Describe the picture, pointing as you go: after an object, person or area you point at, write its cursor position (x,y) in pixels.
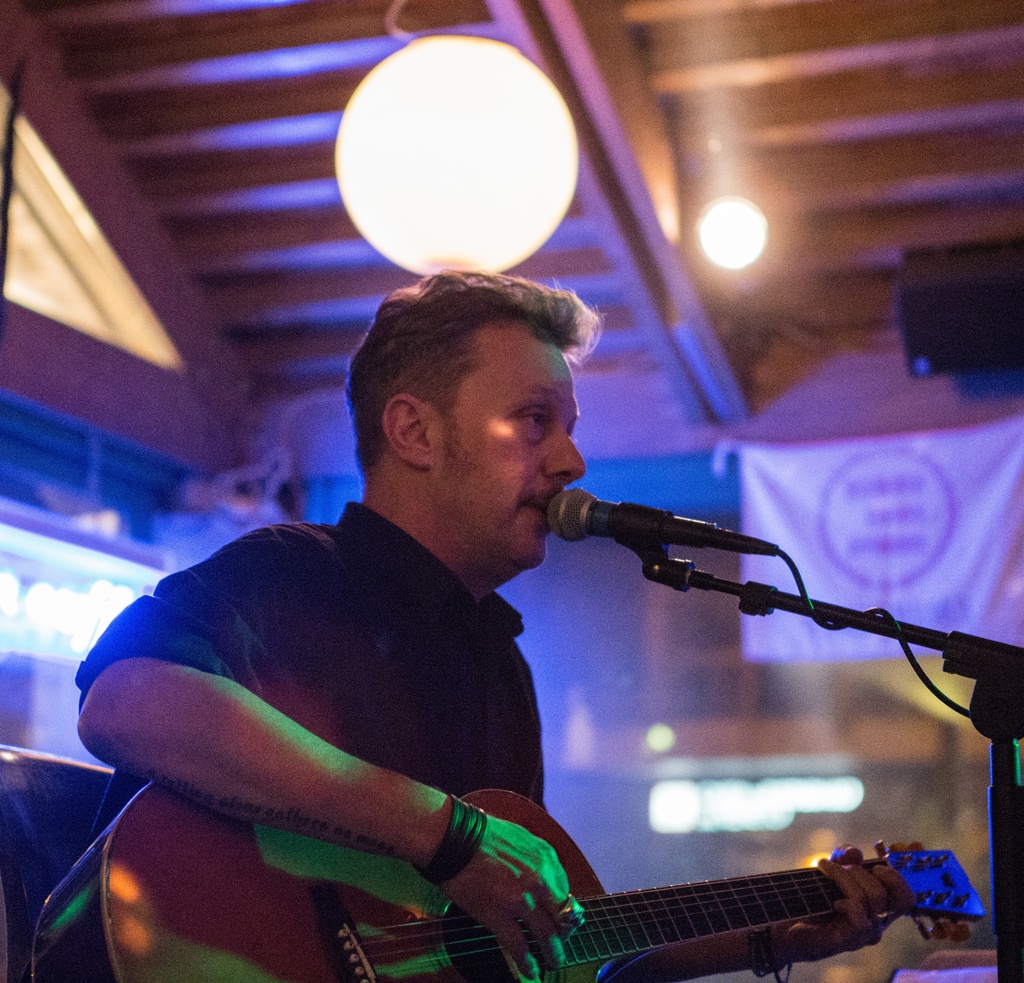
In this image i can see a person (461,804) holding a guitar (595,906) and a microphone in front of him. In the background (295,115) i can see the roof (250,114) and few lights (711,213).
